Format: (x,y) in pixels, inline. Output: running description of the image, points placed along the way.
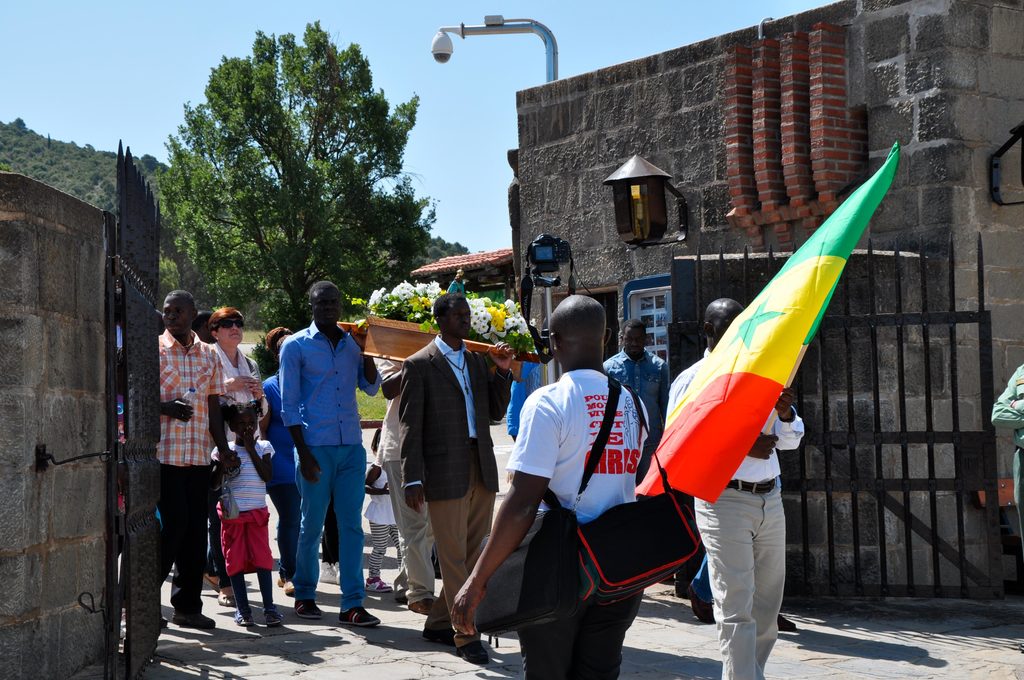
In this image we can see many people (441,367). One person (579,456) is wearing bags (576,511). Another person (782,400) is holding a flag (747,391). There are gates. Also there are walls (95,283). And there is a camera (453,28) on a pole (551,61). And there are flowers (480,332) in basket (411,341). Few people (455,372) are holding the basket (402,355). In the background (307,252) there are trees (296,246) and there is sky (224,31).
